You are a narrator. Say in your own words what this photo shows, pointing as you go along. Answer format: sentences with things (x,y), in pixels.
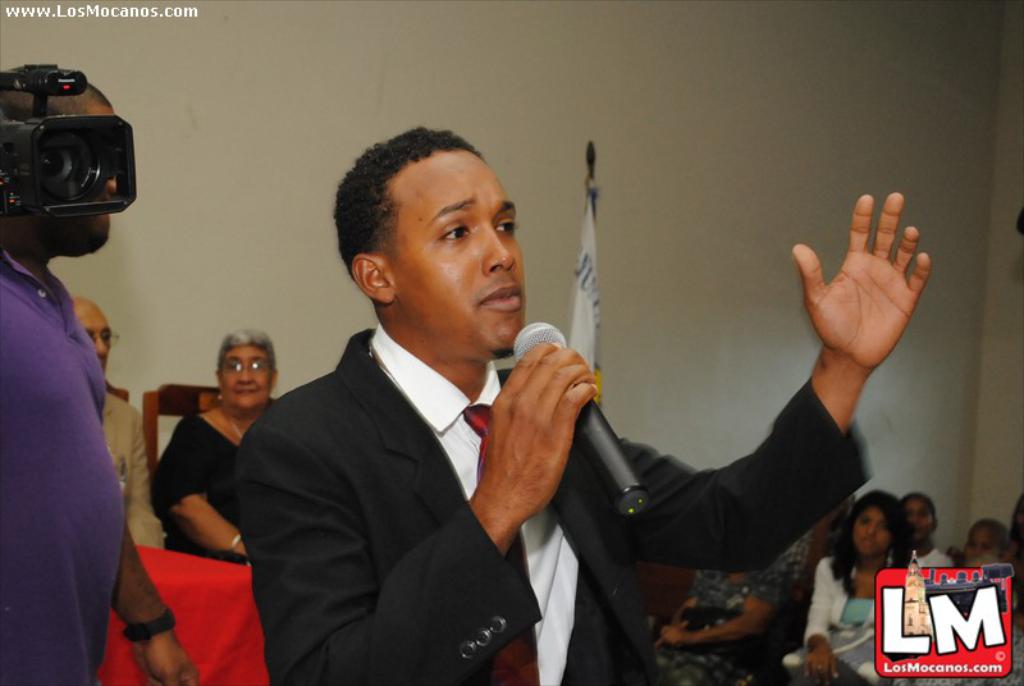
In this image, we can see people (611,499) wearing clothes (435,592). There are two persons (131,414) on the left side of the image (109,404) sitting on chairs (162,395). There is a person (535,390) in the middle of the image (505,309) holding a mic (618,482) with his hand (559,445). There is a video camera (80,147) and some text (131,8) in the top left of the image (45,118). There is a flag (590,328) in front of the wall (662,76). There is a logo (955,639) in the bottom right of the image (907,598). There is a cloth (227,583) in the bottom left of the image (207,663).
